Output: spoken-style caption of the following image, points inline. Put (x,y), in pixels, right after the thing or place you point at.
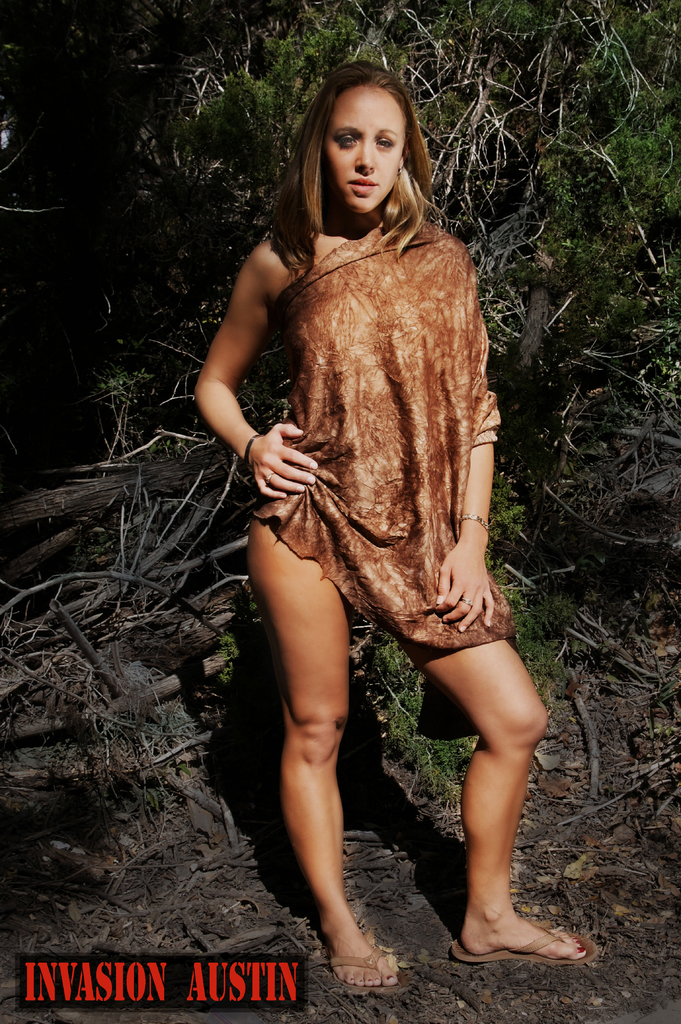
In this image, we can see a woman (349,645) is standing and watching. Background (530,416) we can see trees (65,364) and twigs (130,864). Left side (105,978) bottom corner, there is a watermark (122,976) in the image.
